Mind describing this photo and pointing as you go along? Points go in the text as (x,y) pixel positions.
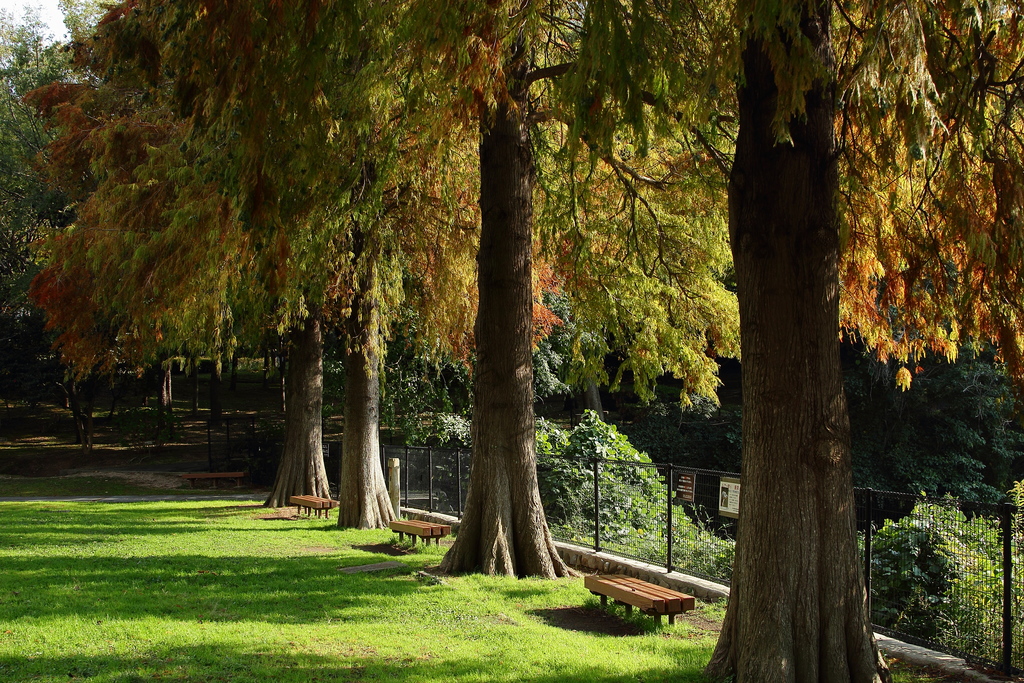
in this image there are trees (527,458), beneath the trees (527,561) there are benches (604,591) on the surface (359,618) of the grass (445,582), behind them there is a railing (679,537) with net (666,529).
